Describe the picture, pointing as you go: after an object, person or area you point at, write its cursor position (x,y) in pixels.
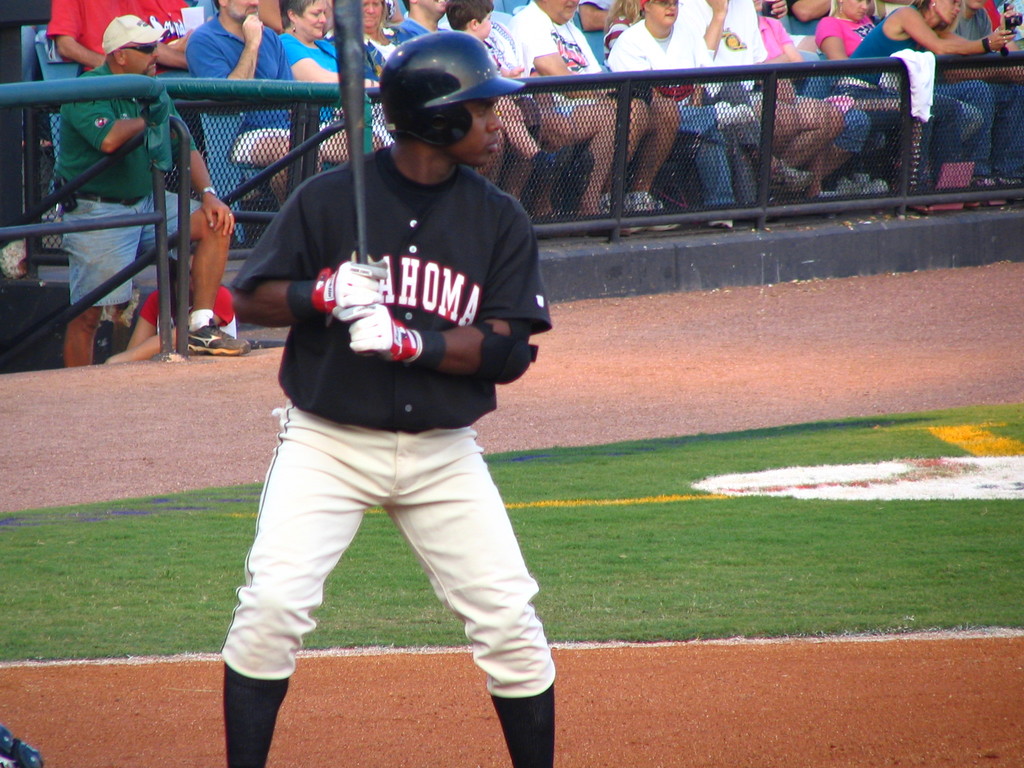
In this image in the middle (380,331) there is a man (350,397), he wears a t shirt (409,389), trouser (433,547), helmet (417,134), he is holding a bat (360,135). At the bottom (681,673) there is ground (763,644) and grass (852,583). At the top (908,175) there are many people (690,90), fence (679,126), clothes (856,117). On the left (143,155) there is a man (131,63), he wears a t shirt (131,182), shorts (131,237), shoes (242,350) and cap (130,21).
